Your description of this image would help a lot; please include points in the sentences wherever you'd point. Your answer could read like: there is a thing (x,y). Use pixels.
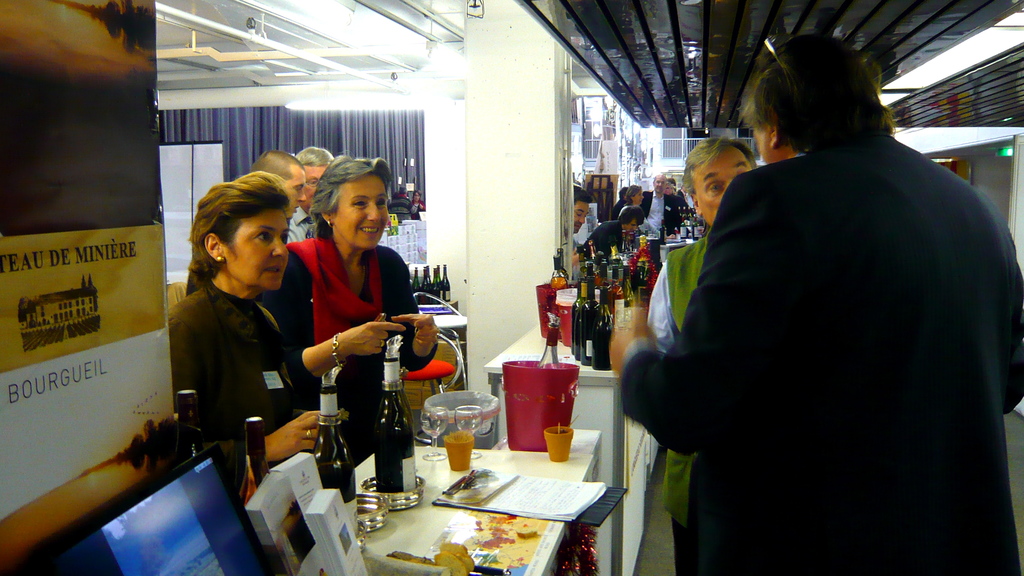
This image consist of tables (536,473) alcohol bottles (603,343), glasses (429,458) and people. People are standing near tables (496,393). There is a curtain (310,145) on the backside (389,121). There are the lights (396,102) on the top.
